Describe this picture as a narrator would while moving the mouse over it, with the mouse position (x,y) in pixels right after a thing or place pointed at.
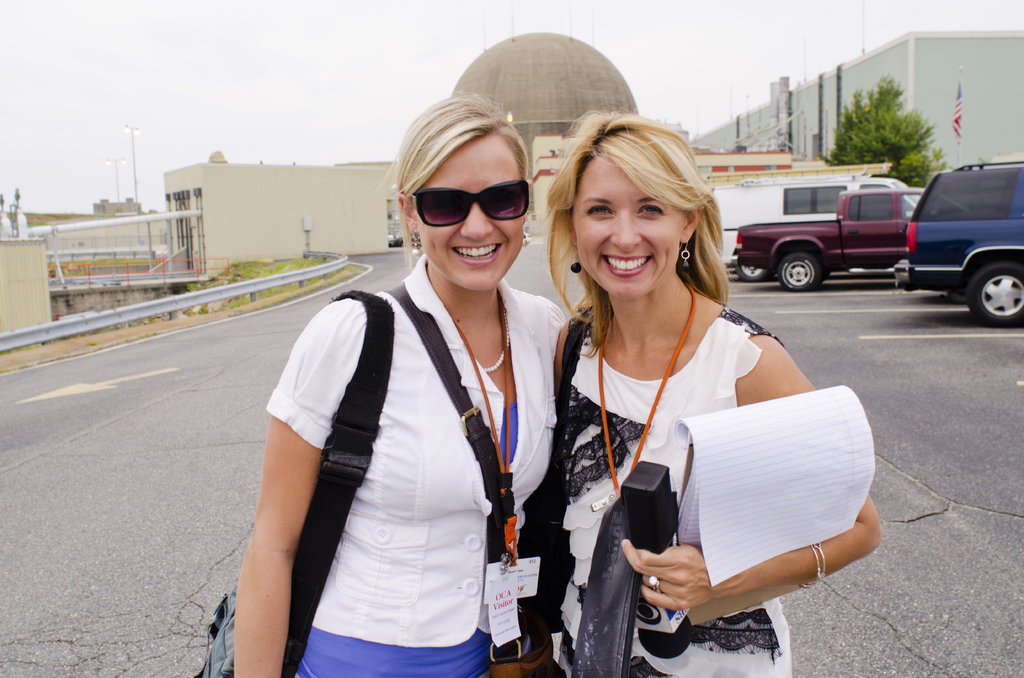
There are two women (551,396) standing and smiling. This woman (668,437) is holding a mike (676,615) and a book (713,490) in her hands (660,555). These are the badges (527,572). This looks like a bag (220,660). I can see a van (807,220), truck (901,220) and a car (972,237), which are parked. These are the buildings (554,96). This is the road (255,343). I can see a tree (926,128). This looks like a flag (960,89), which is hanging to the pole (958,159).
